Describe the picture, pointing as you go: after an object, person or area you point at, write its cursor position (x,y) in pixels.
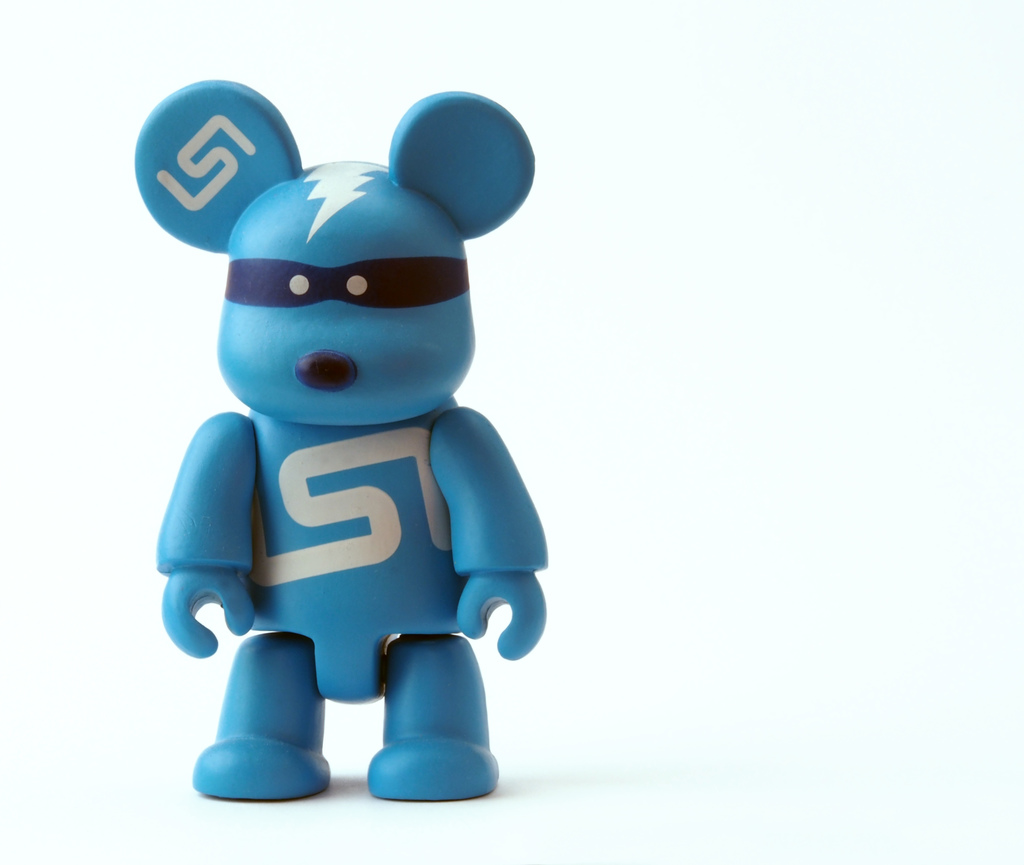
In the picture I can see a blue color toy (342,457). The background of the image (740,461) is white in color.
